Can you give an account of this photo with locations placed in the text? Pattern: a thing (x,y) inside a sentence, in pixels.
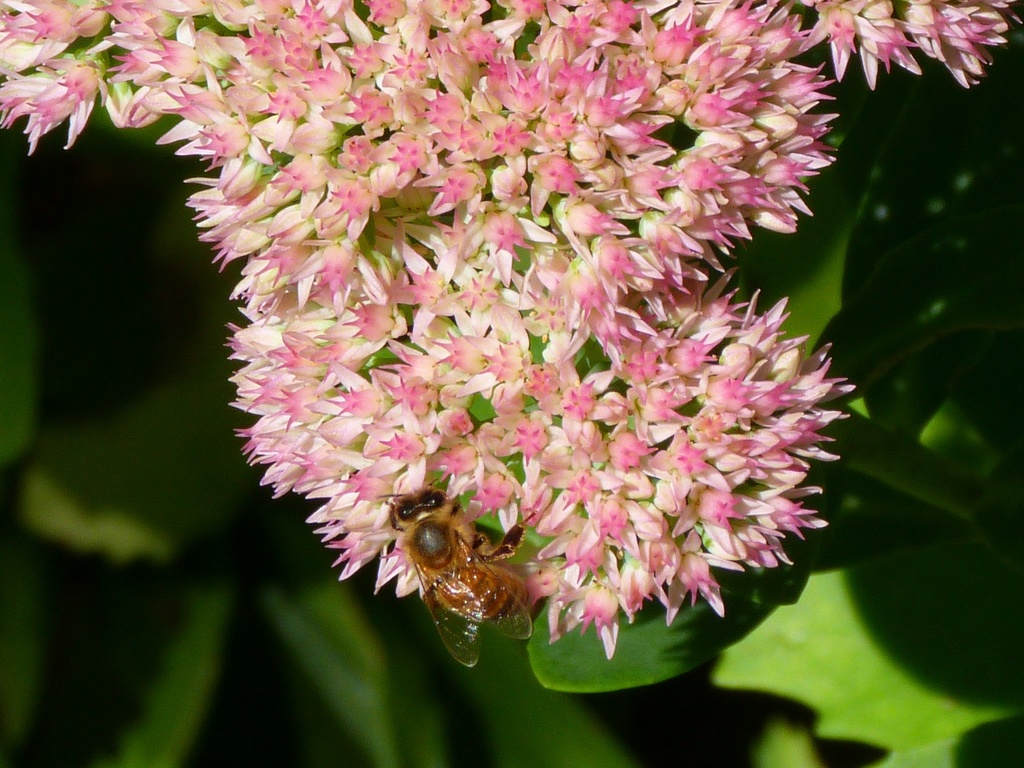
In this image I can see a plant (876,538) along with the flowers (442,124) and buds (426,133). On the flowers (508,380) there is a bee (442,578). In the background (120,515) few leaves (432,726) are visible.
